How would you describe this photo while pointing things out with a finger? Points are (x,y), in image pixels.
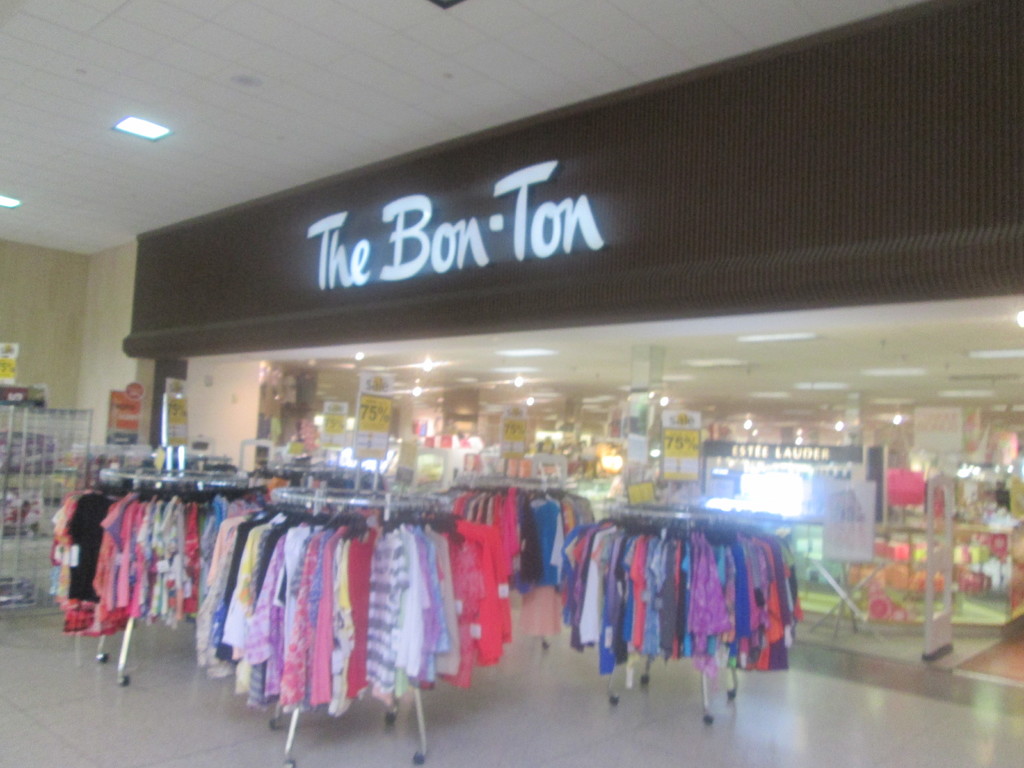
In this image I can see a shop (737,379), in front of the shop (623,493) I can see hangers (588,635) kept on the floor (178,730) and on the hanger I can see clothes (583,536), on the left side (89,336) I can see the wall (14,313).
